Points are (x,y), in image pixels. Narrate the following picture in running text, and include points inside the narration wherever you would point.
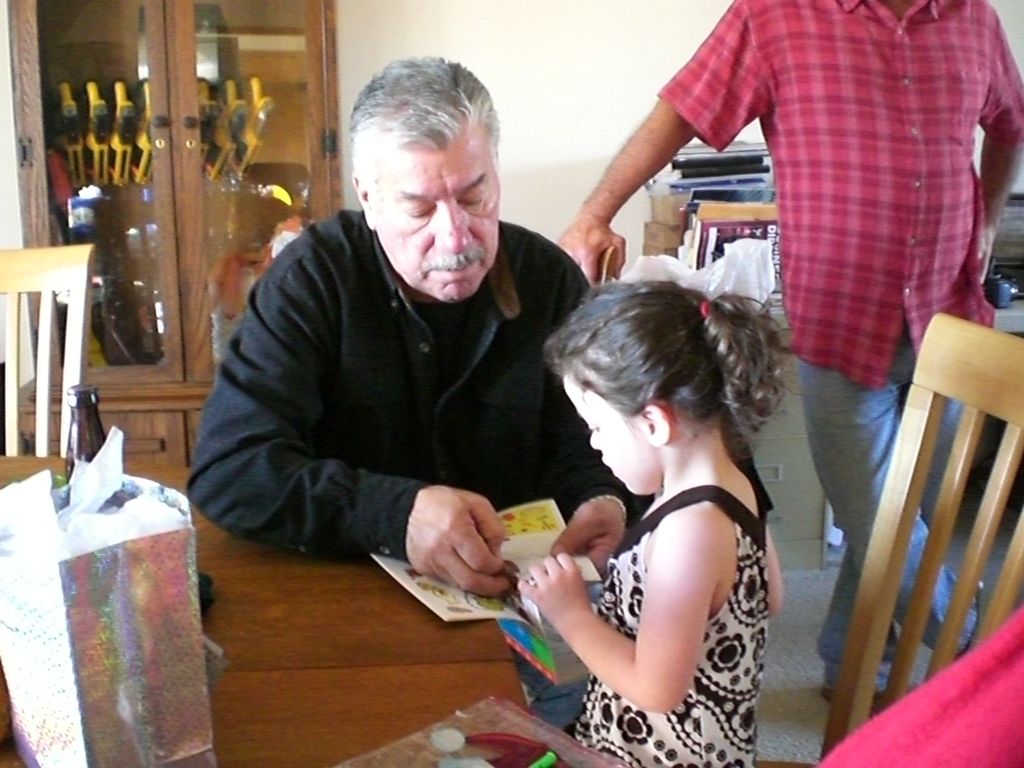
This picture is clicked inside a room (556,23). There is a girl (680,562) standing and a man (390,368) sitting on chair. There is another man (865,211) standing beside them. On the table (412,610) there is a bag (99,634), paper (437,594), bottle (82,456) and cover (422,740). Behind the man (265,417) sitting there is a cupboard (206,318) and some things (224,122) are placed in it. Behind the man (834,232) standing there is a desk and many books (710,198) are placed on it. In the background (429,17) there is wall (439,29).
